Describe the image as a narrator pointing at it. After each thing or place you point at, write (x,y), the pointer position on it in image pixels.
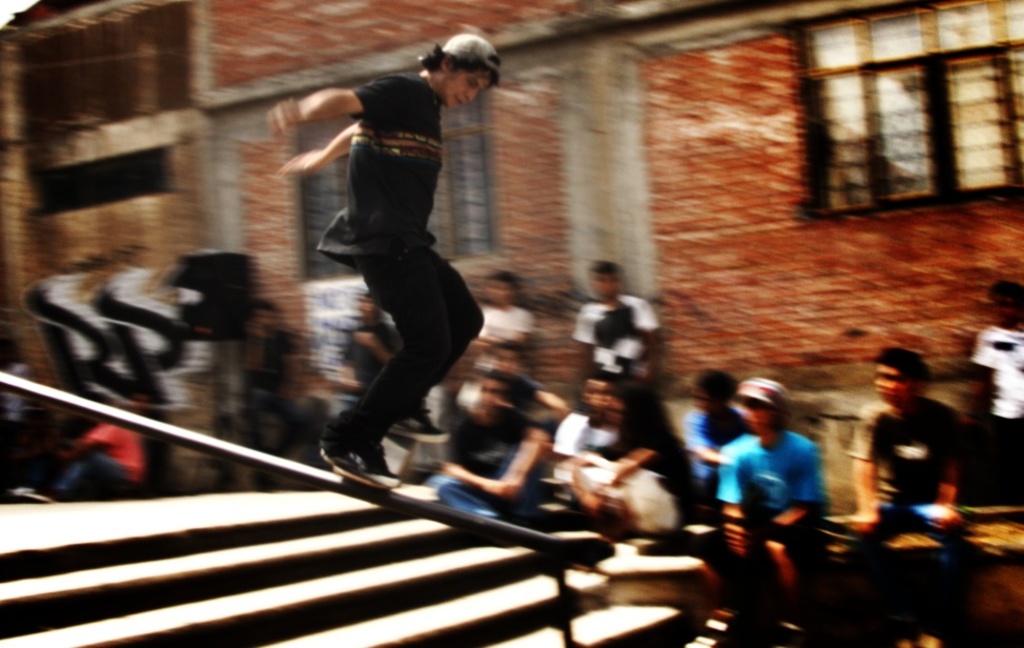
In this picture I can see there is a person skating here and there are stairs (368,506) here. In the backdrop (761,499) there are few other people (906,488) sitting and there is a building (383,4) in the backdrop (337,320).
